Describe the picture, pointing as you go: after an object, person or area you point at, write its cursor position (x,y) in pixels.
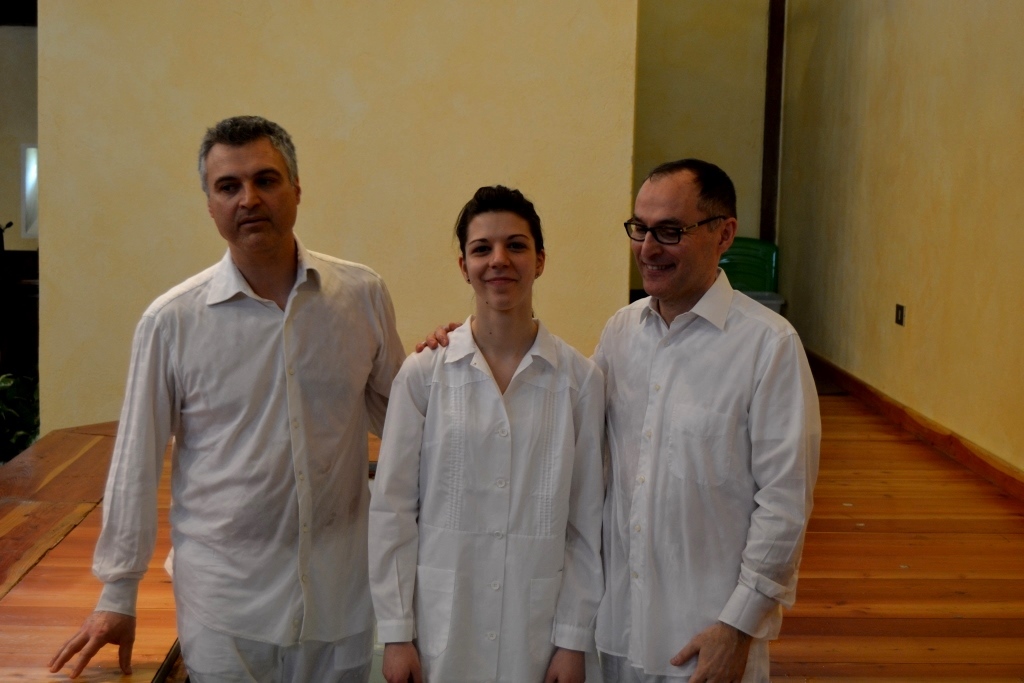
In this picture I can see there are two men (666,376) and one woman (545,532), they are wearing white shirts (473,579) and there is a wooden floor (66,623).
